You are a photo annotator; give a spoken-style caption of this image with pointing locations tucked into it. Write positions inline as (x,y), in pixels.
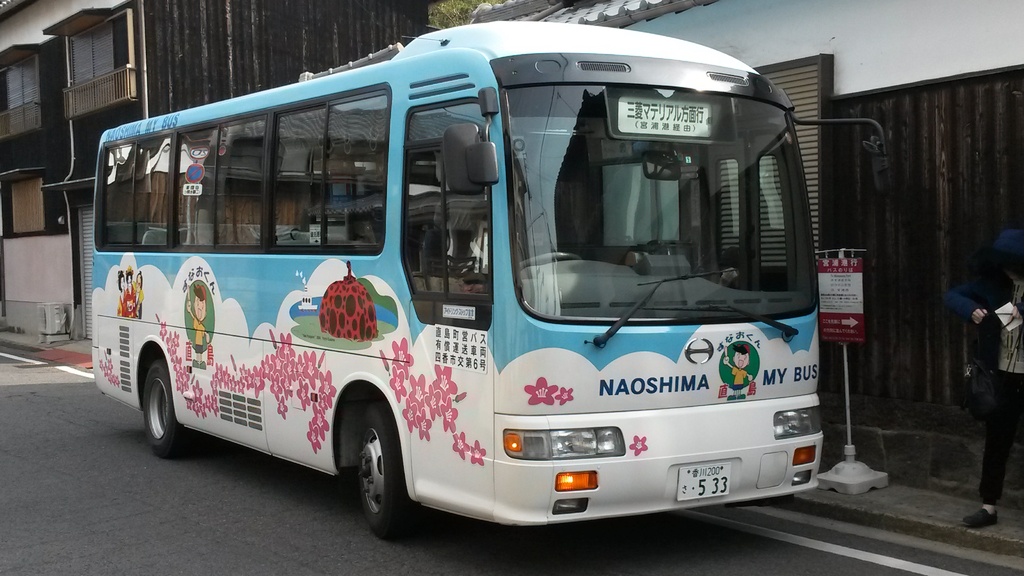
In this image, we can see a bus (138,363) on the road (288,524). There is a person (1004,371) standing on the right side (1018,363).
